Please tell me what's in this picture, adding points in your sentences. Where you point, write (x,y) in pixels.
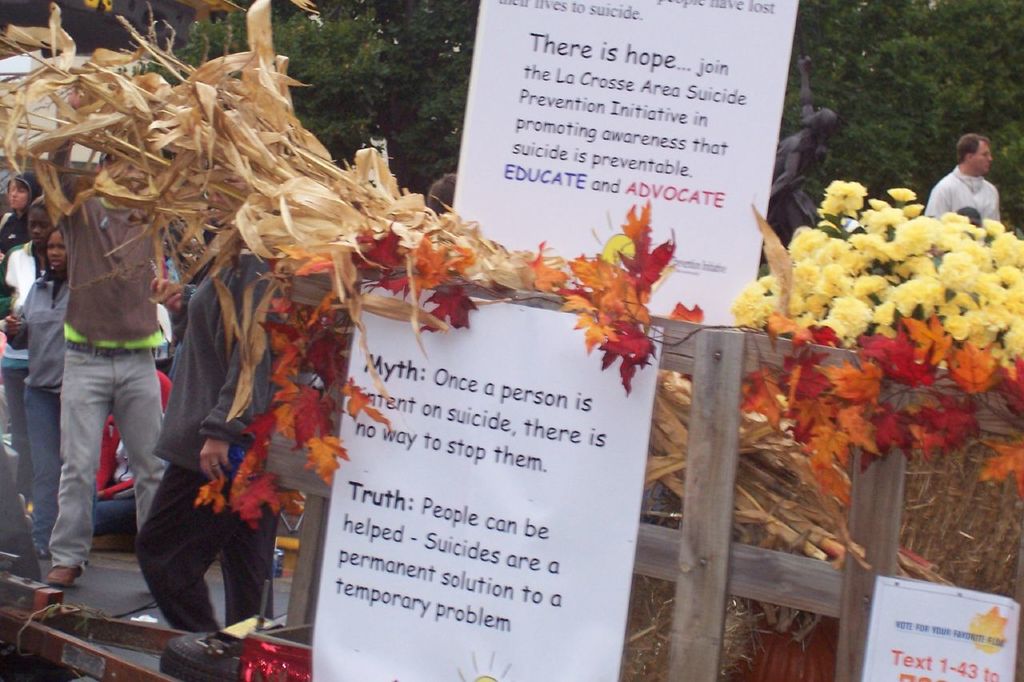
In this image, in the middle (559,454), we can see a paper (581,544), on that paper (576,516), we can see some text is written on it and the paper (570,454) is attached to a wood grill (892,546). On the right side (890,646) corner, we can see a paper (959,589) which is attached to a wood grill (856,641). On the left side (110,354), we can see a group of people (199,519) and a metal rod (62,633). In the background (999,139), we can see some plants (318,355), flowers (1001,300), a group of people (961,210), trees (948,126), sculpture (816,146).
